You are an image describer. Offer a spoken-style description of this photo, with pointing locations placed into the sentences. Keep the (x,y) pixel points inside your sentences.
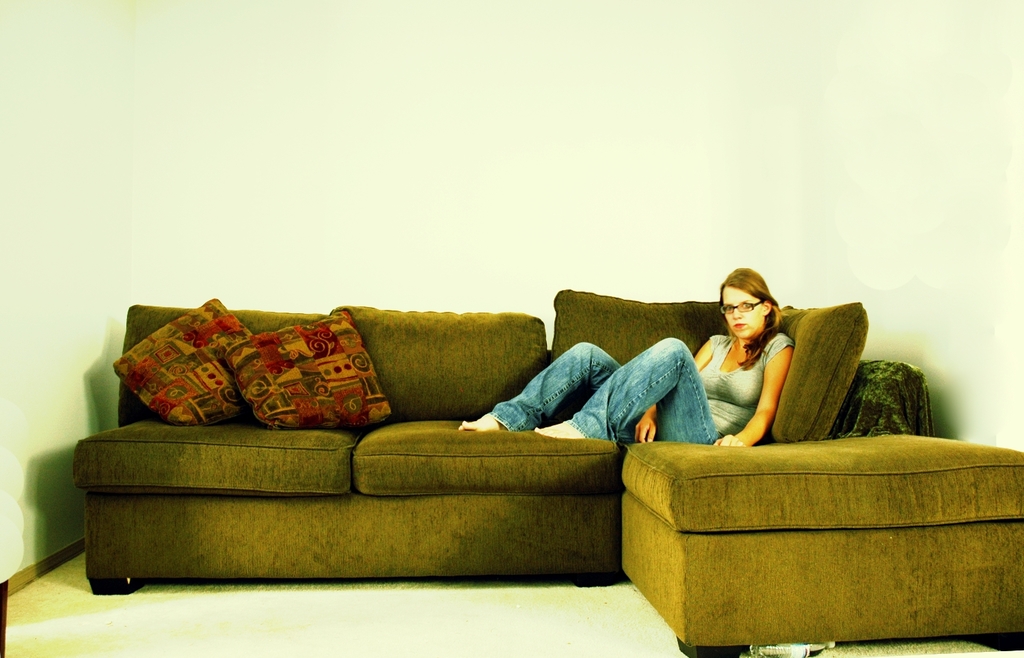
The women (614,362) is sitting in a sofa (575,391) which has two pillows (368,381) on it and the background wall (401,168) is white in color.
